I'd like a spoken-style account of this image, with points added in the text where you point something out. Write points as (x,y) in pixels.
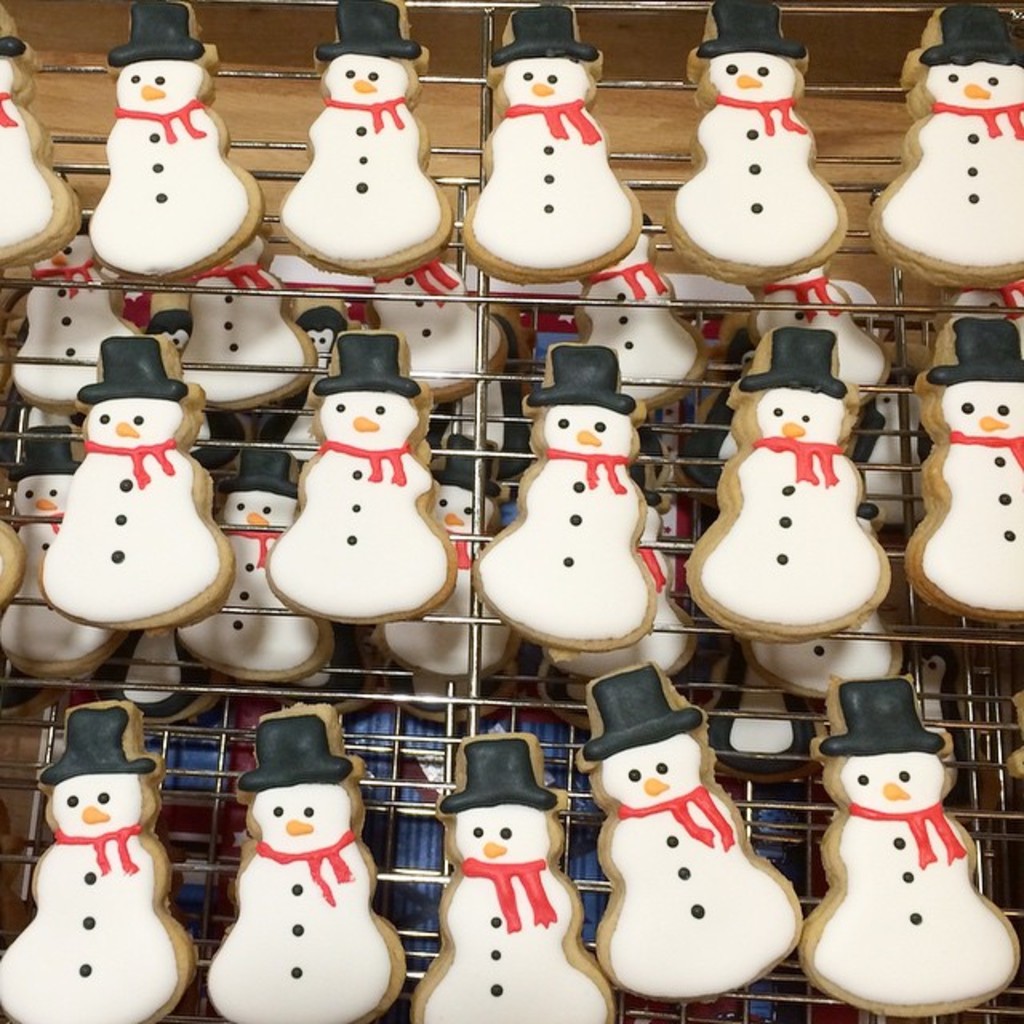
In this image there is group of cookies (445,889) of snowmen (519,615).
